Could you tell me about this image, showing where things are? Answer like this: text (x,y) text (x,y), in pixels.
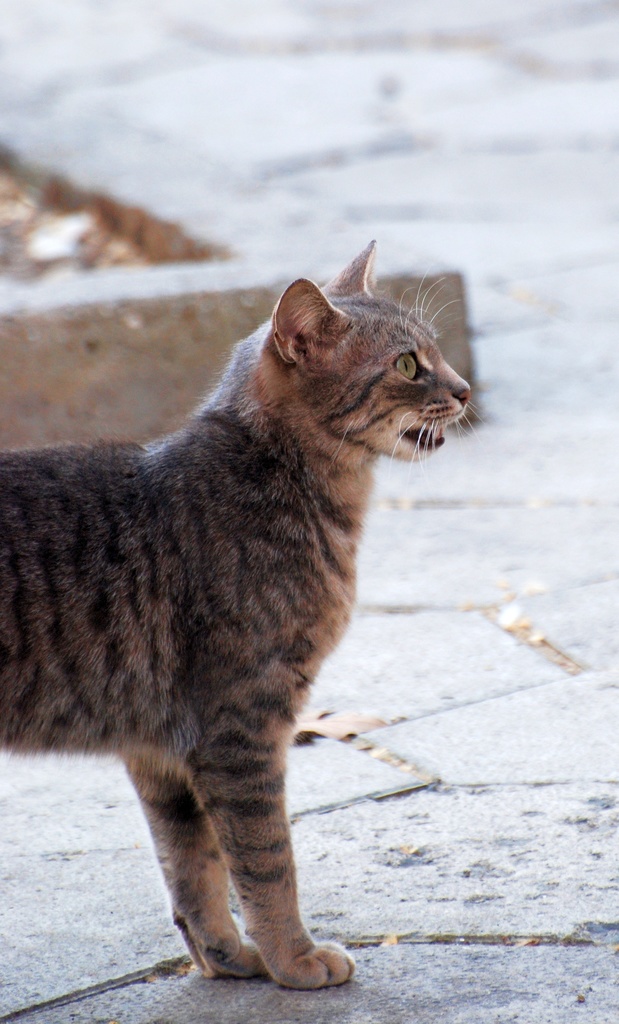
This picture shows a cat (289,536). It is white black and grey in color.
